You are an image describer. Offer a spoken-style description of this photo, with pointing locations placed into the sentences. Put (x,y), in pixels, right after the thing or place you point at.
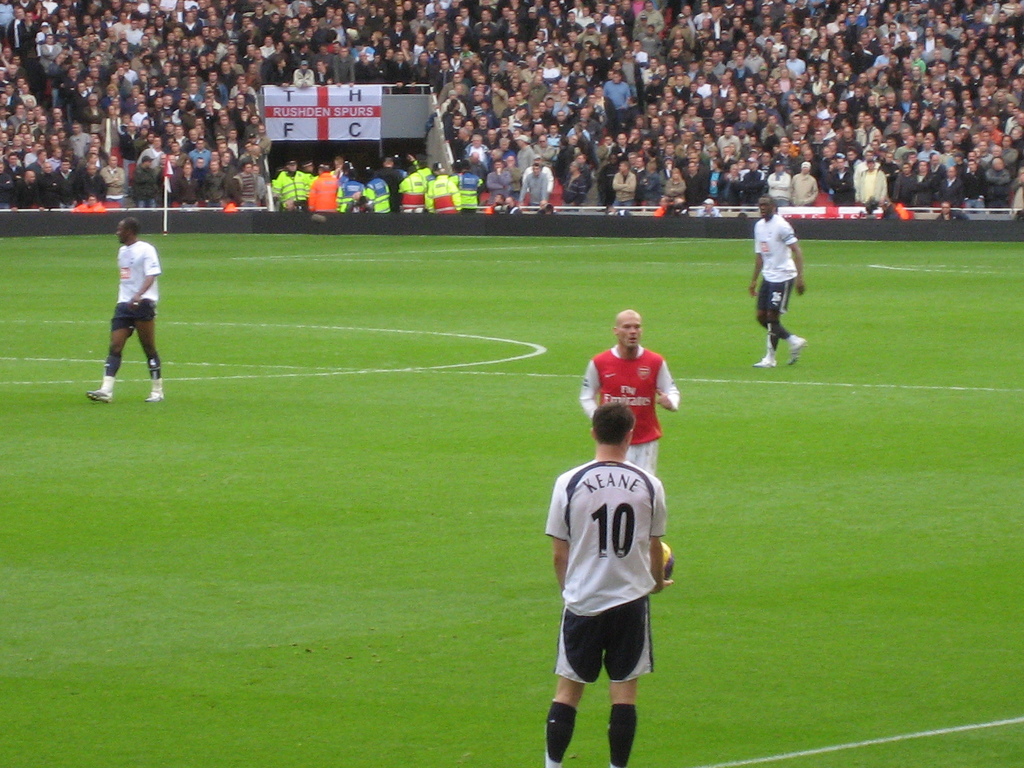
In this image we can see some people (567,580) on the ground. On the backside (701,162) we can see a group of people (698,174), a fence (746,208), the flag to a pole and a banner (347,124) with some text (285,124) on it.
